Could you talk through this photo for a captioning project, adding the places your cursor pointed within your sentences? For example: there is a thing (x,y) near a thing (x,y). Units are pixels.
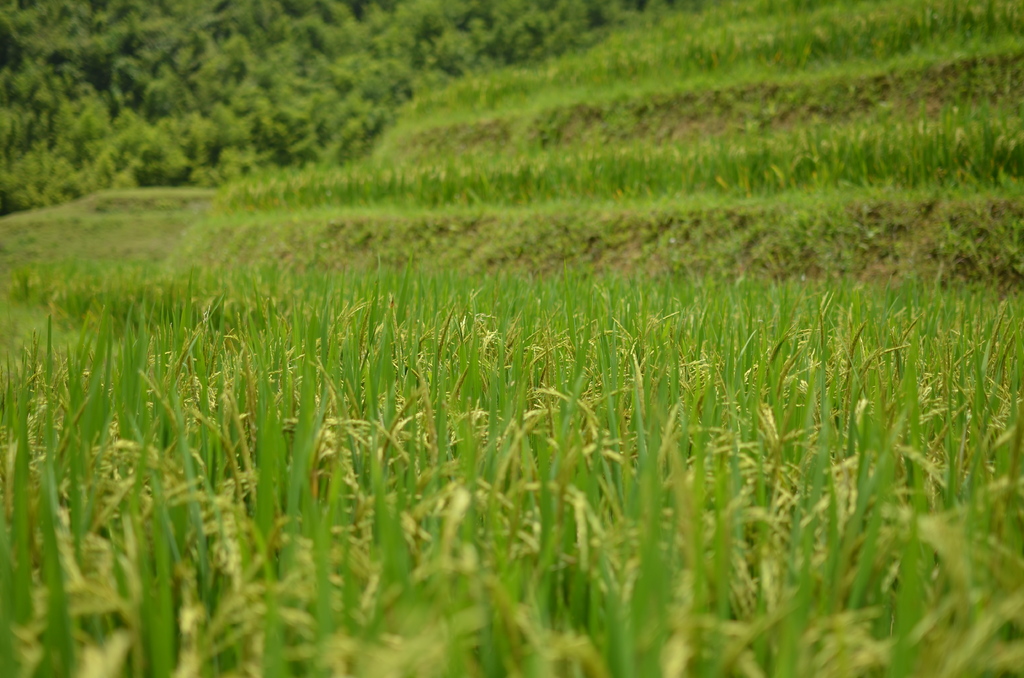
In this picture, we can see green plants (165,453) and trees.
